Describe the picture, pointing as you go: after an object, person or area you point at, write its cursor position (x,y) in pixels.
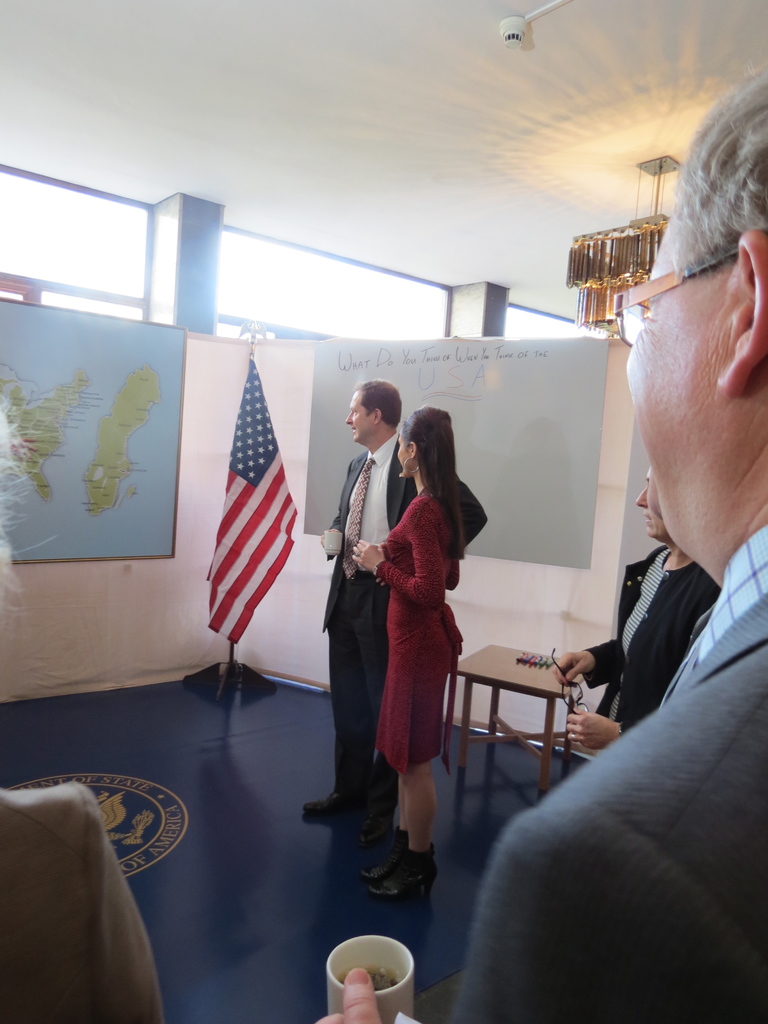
In the picture we can see a man (361,736) and a woman (432,523) standing together on the floor (286,736), which is blue in color and near to them, we can see a board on it, we can see a chart (72,556) on it, we can see a map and some other chart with some information and behind it, we can see some glass walls (45,188) and to the ceiling (644,147) we can see lights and behind man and woman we can see some other people (692,372) standing and holding a cup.
